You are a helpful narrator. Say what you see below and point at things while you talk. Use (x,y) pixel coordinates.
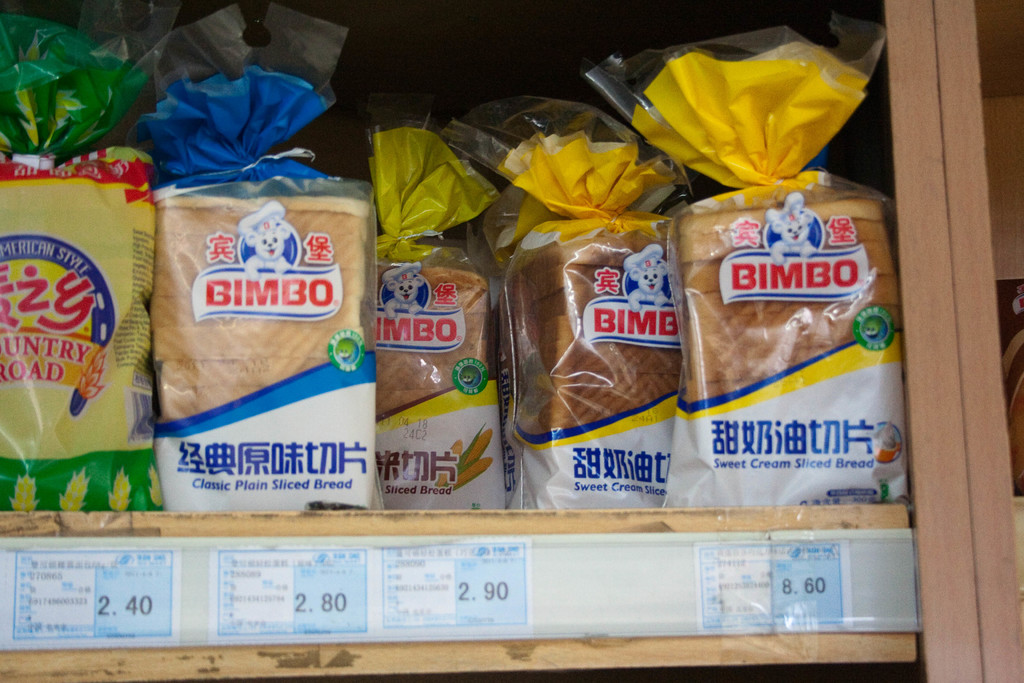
In this image, we can see bread packets (291,334) in the rack (695,581) and there are some posters (406,592) with some text (725,601).
